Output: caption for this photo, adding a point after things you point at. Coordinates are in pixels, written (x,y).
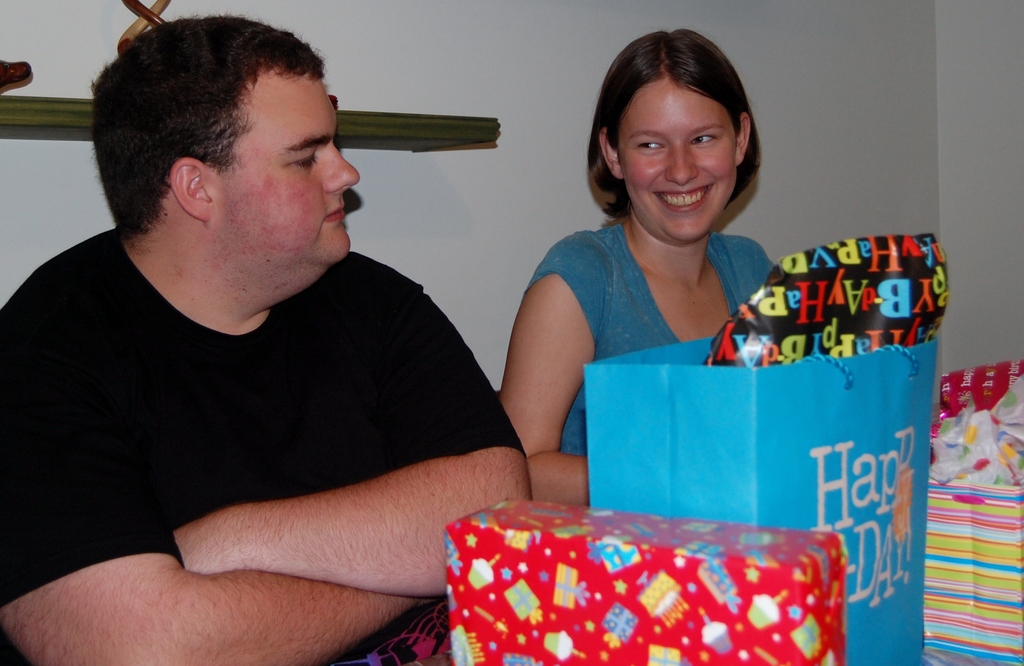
In this picture we can see a man (296,386) and a woman (682,322) here, we can see some gifts (914,515) in front of them, in the background (848,105) there is a wall (836,86).
